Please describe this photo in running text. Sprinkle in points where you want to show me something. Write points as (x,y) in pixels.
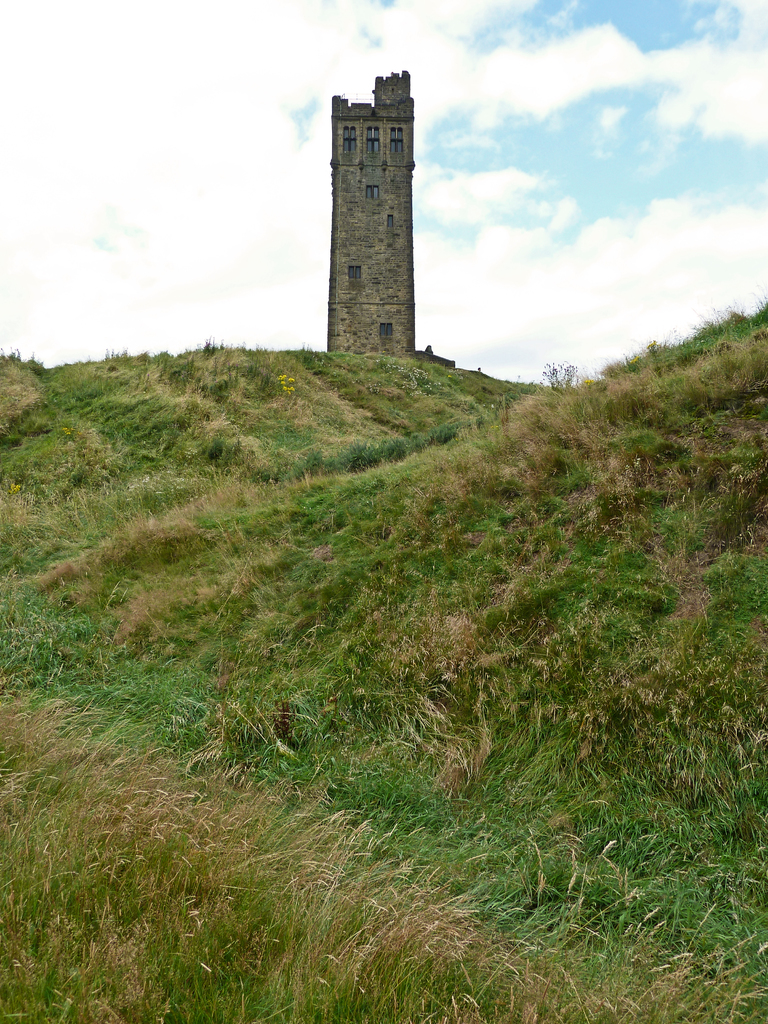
In this picture we can see the sky (498,95) with clouds (75,44) and a tower (363,121), windows (346,132). At the bottom portion of the picture (319,907) we can see the green grass (381,775).
